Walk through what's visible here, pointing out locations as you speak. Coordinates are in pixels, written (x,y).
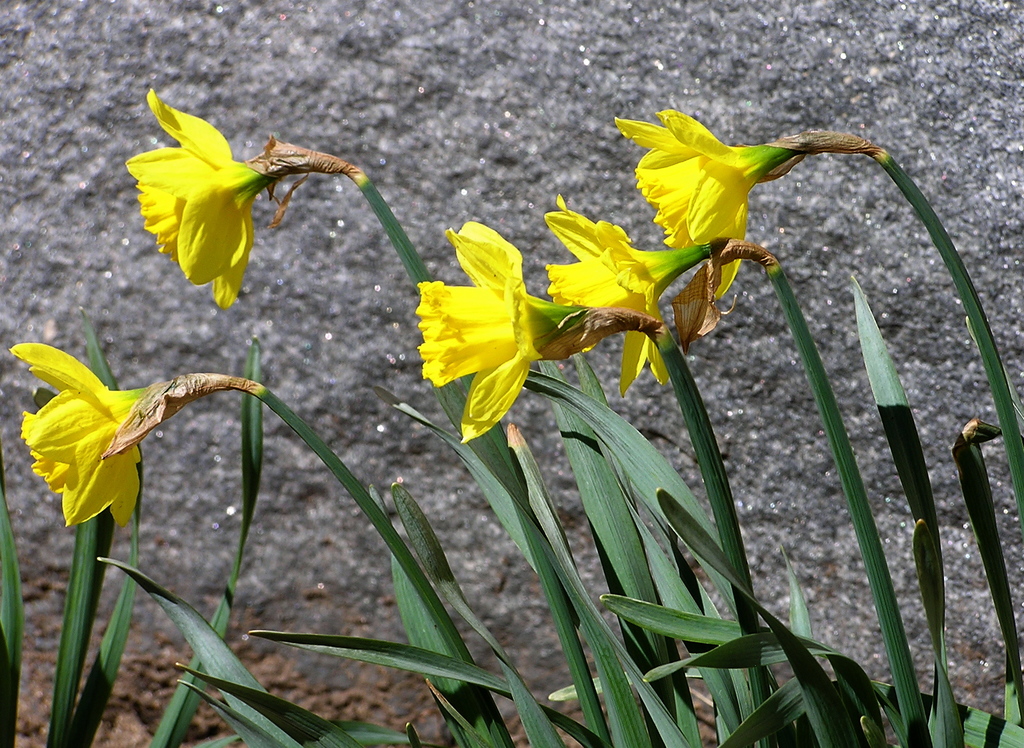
In this image there are some plants (447,628) at bottom of this image (430,593) and as we can see there are some yellow color flowers (646,267) in middle of this image (510,392).
